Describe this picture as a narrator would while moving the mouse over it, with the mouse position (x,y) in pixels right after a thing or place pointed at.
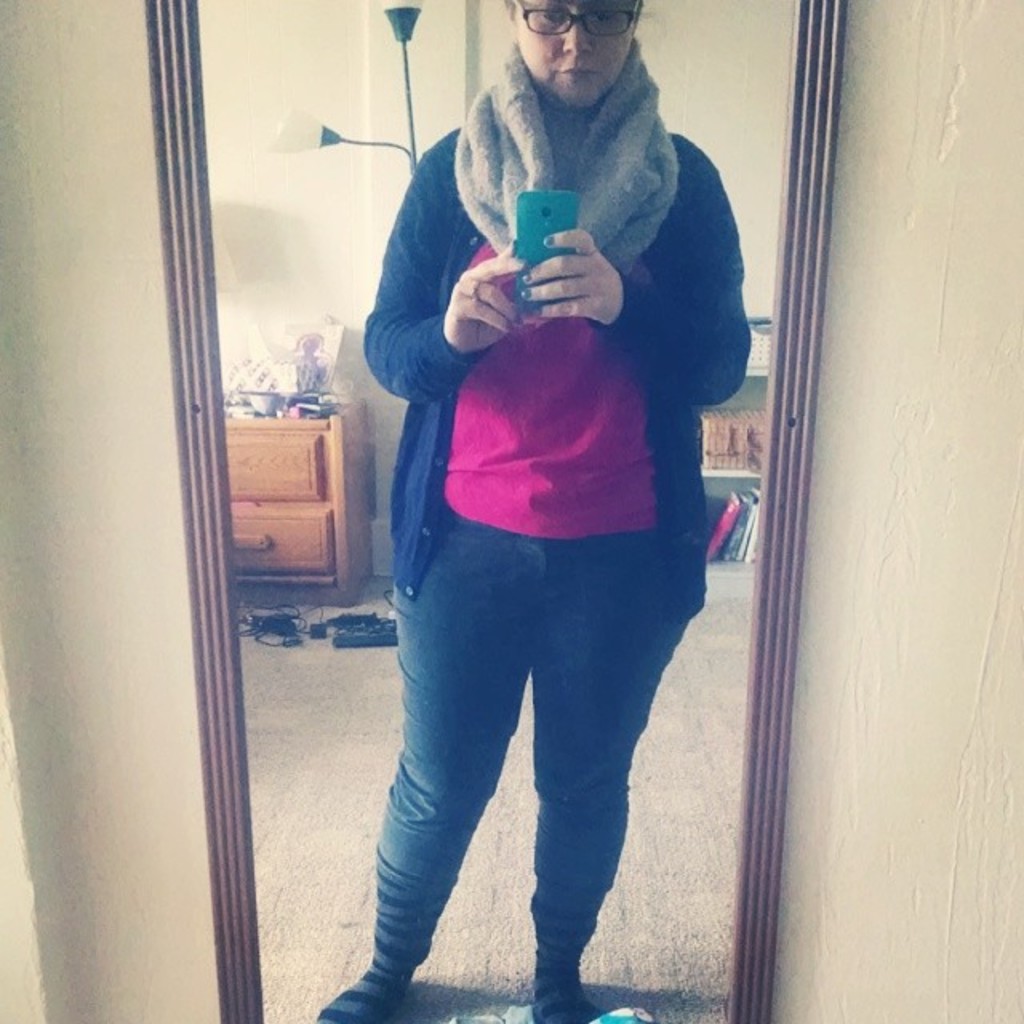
In the picture we can see a woman (620,407) standing in front of a mirror (268,268) in the house (967,275) and holding a mobile phone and behind her in the house (454,4) we can see a table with some things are placed on it and on the floor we can see some wires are placed.
